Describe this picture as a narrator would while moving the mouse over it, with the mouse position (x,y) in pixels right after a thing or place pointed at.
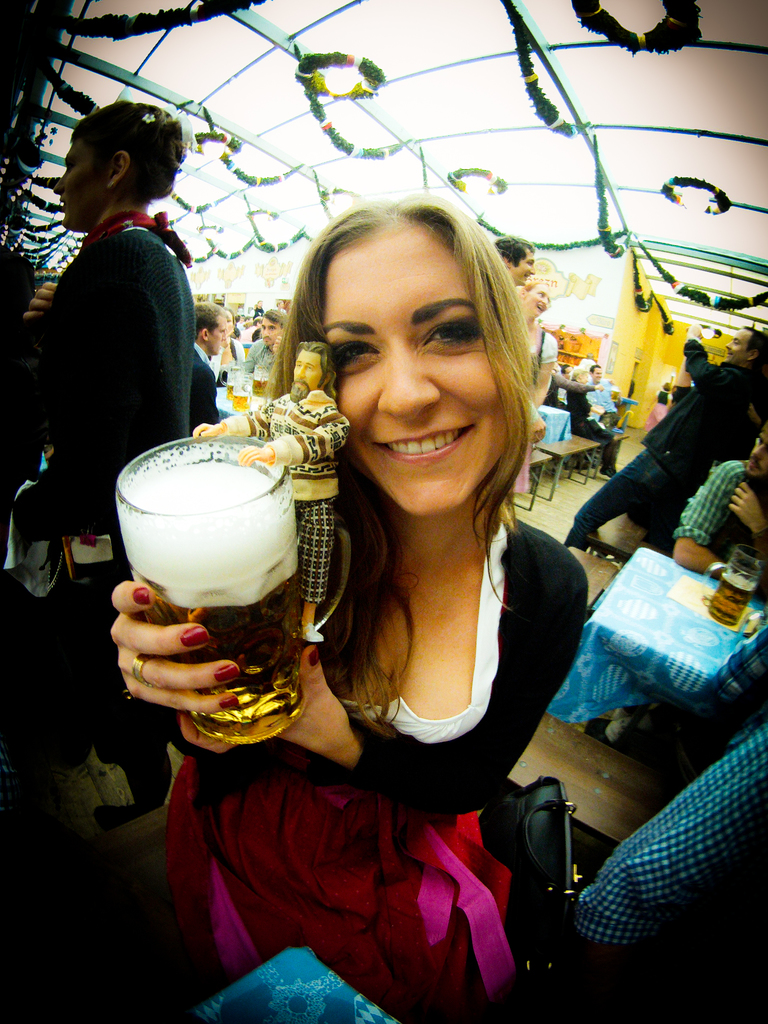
There is a group of people (583,587). In the center (398,428) we have a woman (472,685). She is smiling. She is holding a beer mug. In back side we have a two persons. They are standing and smiling. There is a table (651,586). There is a glass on a table (669,563). We can see in background (297,220) tent (297,220) and lights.
